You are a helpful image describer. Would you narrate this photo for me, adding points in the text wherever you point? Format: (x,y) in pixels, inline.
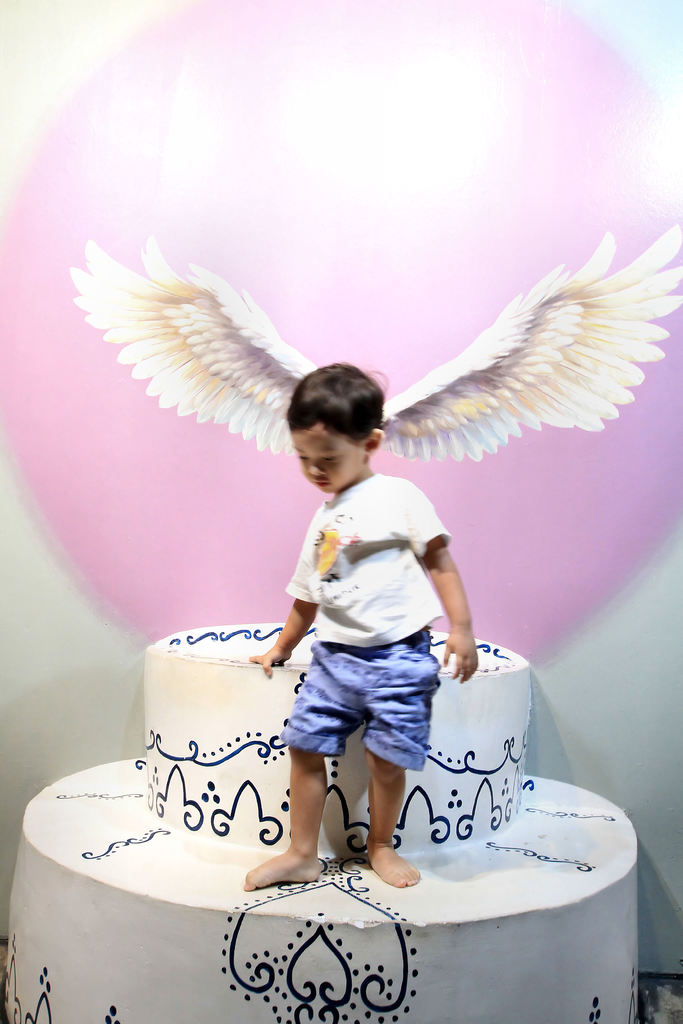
In this image there is an object (270,767), on that object (364,745) a boy (378,671) is standing, in the background (228,410) there are wings (512,326).
